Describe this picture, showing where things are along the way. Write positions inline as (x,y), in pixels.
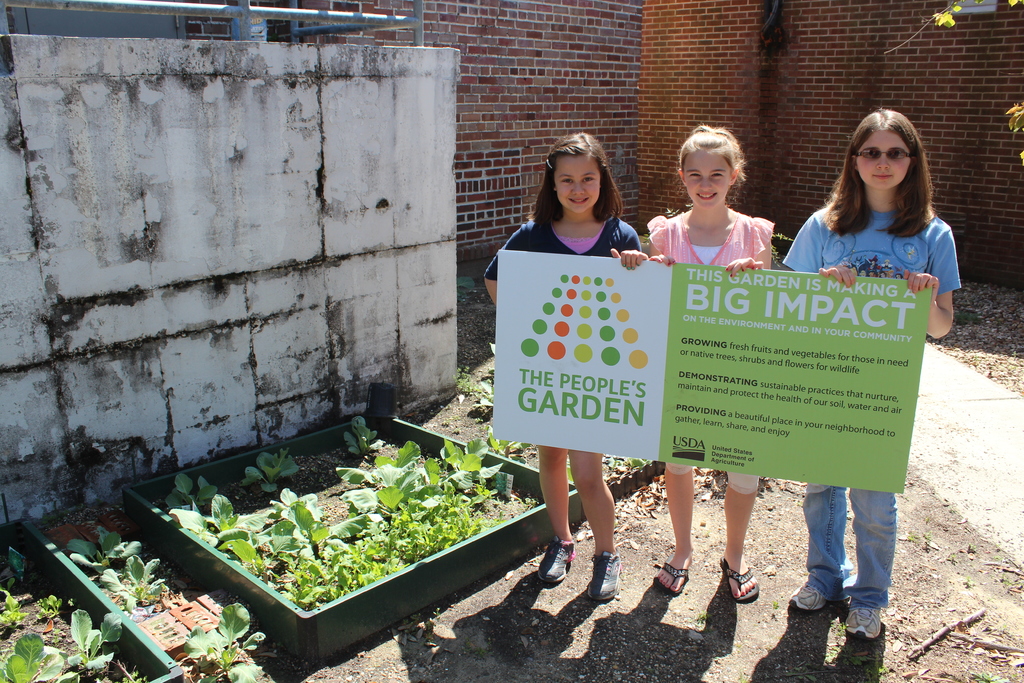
In this image three girls (626,227) are there. They are holding a board (707,376). In the background (879,68) there are building (738,88). In the ground (72,615) there are plants (418,541).
